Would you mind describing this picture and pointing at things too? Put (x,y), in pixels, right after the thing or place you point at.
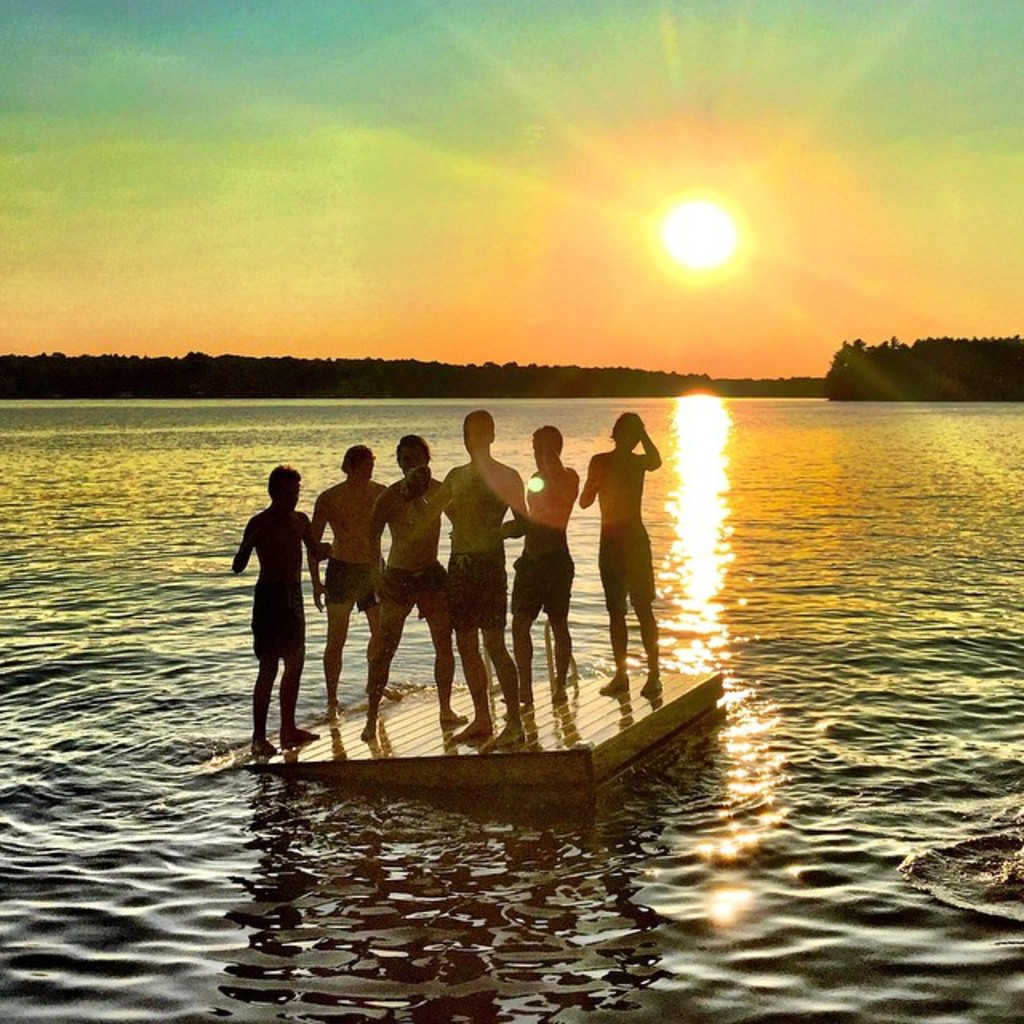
Here in this picture we can see a group of men (489,618) standing on the wooden raft (539,730), which is present in the river (190,735) over there, as we can see water (266,416) present all over there and in the far we can see trees (831,361) over there and we can see sun (714,263) in the sky (645,271) over there.
